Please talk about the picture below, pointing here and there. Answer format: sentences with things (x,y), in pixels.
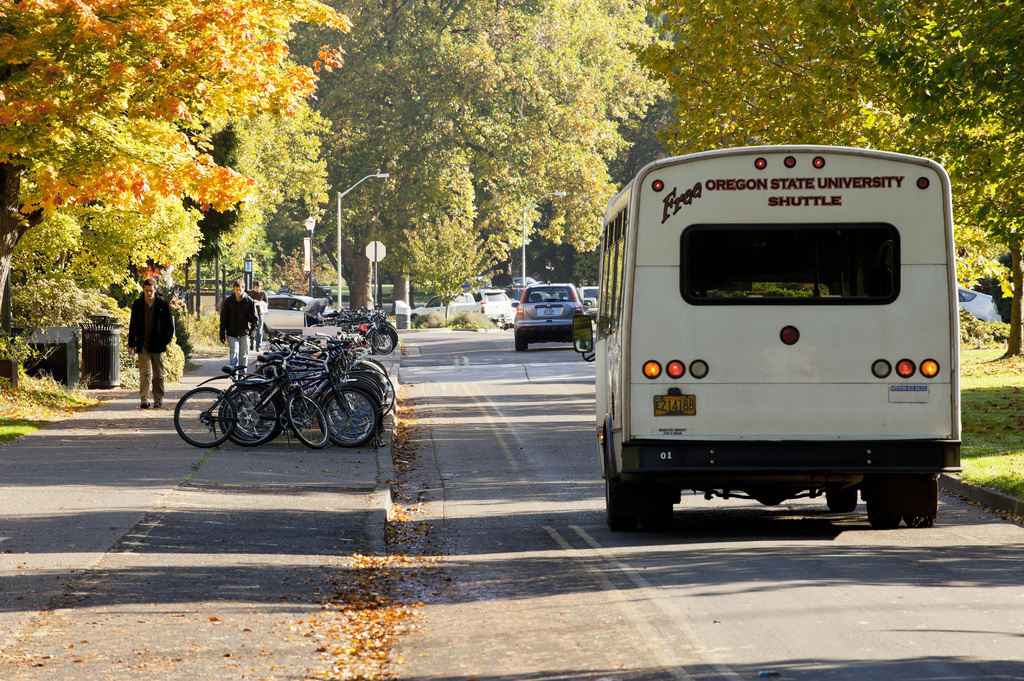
In this image there are few vehicles (629,412) moving on the road (607,539) and there few bicycles (329,370) parked on the pavement (196,497). There are few people (221,329) walking on the pavement (202,477) and there are few street lights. In the background (166,167) there are trees (503,142).
